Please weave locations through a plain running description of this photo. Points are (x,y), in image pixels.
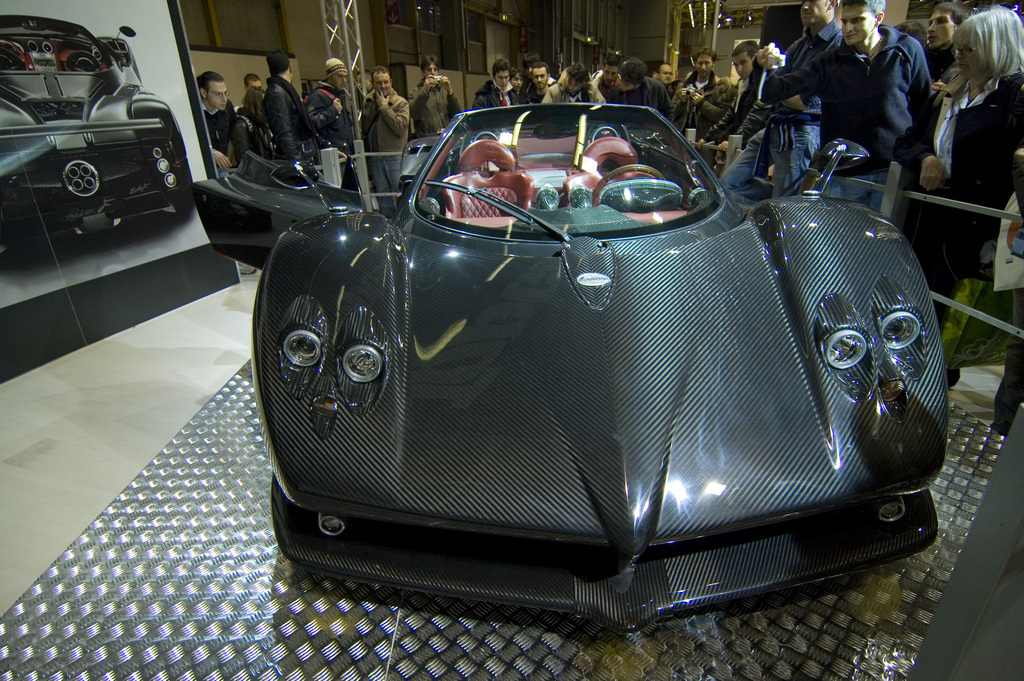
On the left side of the image (140,127) we can see a poster (79,240) of a car (110,201) and some persons (262,101) are there. In the middle of the image (438,358) we can see a black color car (670,385). On the right side of the image (1004,142) we can see some persons (925,115) are standing and one person (811,69) is taking a photograph.
